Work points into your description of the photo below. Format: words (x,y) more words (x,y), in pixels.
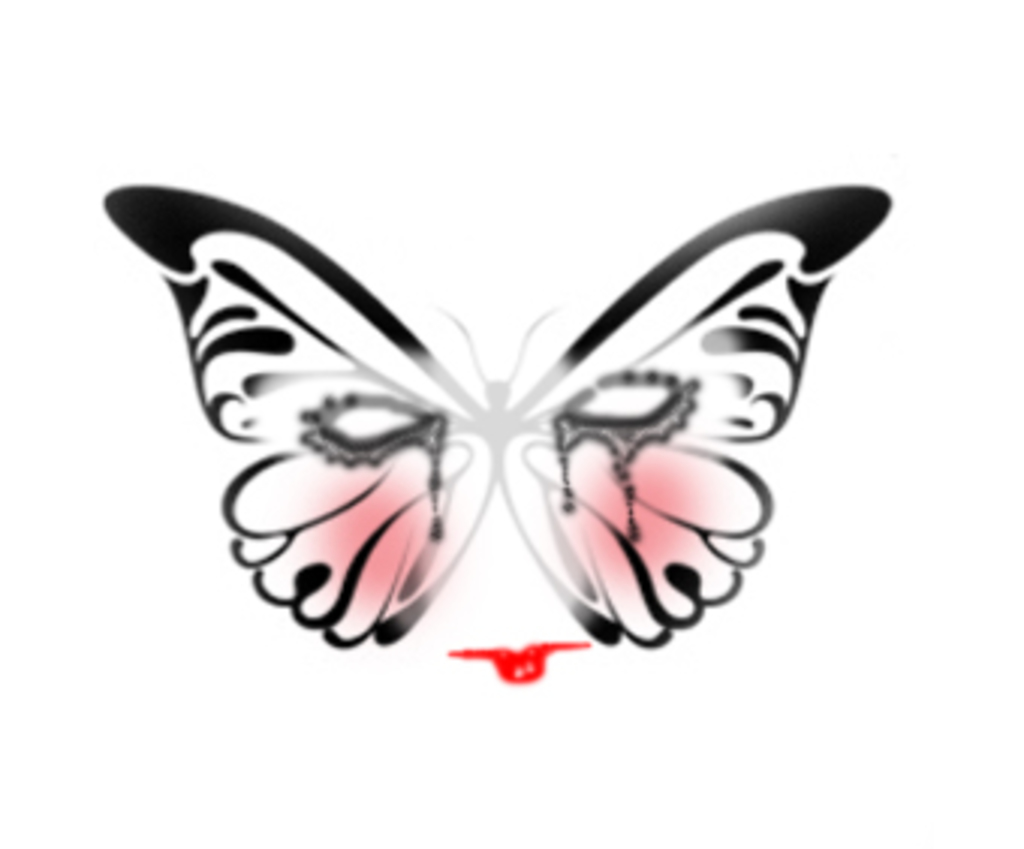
In this image there is a drawing (703,248) of a butterfly (415,568).
